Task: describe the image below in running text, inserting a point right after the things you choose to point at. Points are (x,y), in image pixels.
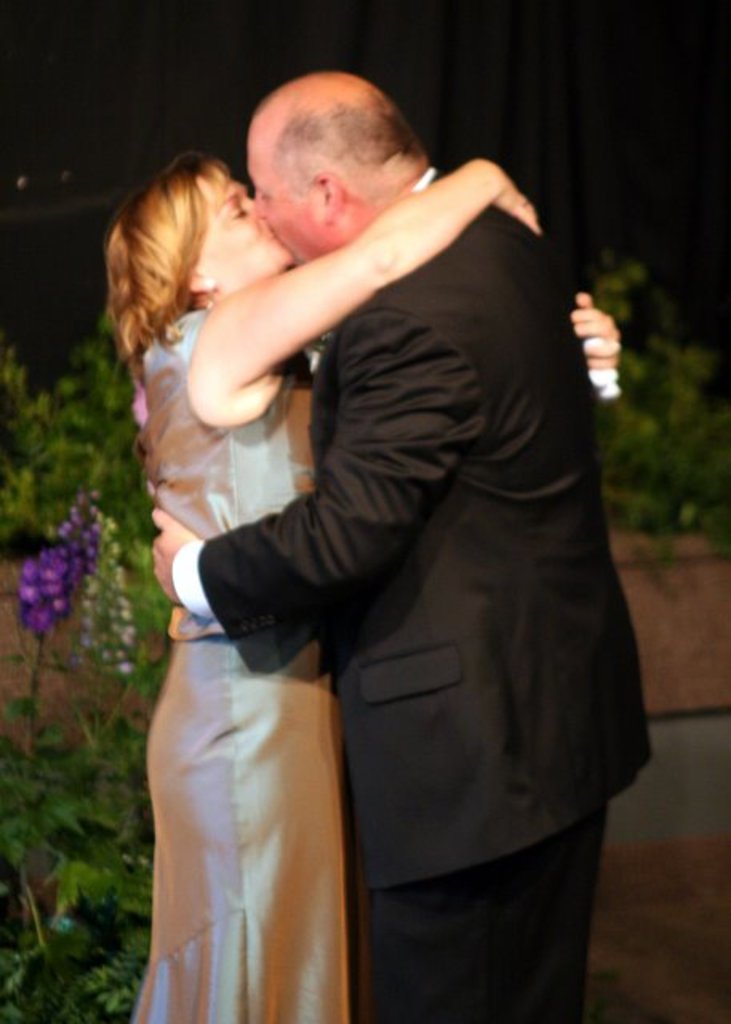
In this image there is a person (452,537) wearing a suit (491,591) is standing and holding a woman (251,357). Left side of image (111,752) there are few plants (87,807) having flowers (111,595). Right side of image (683,623) there is a pot (677,574) having plant (649,381) in it.
